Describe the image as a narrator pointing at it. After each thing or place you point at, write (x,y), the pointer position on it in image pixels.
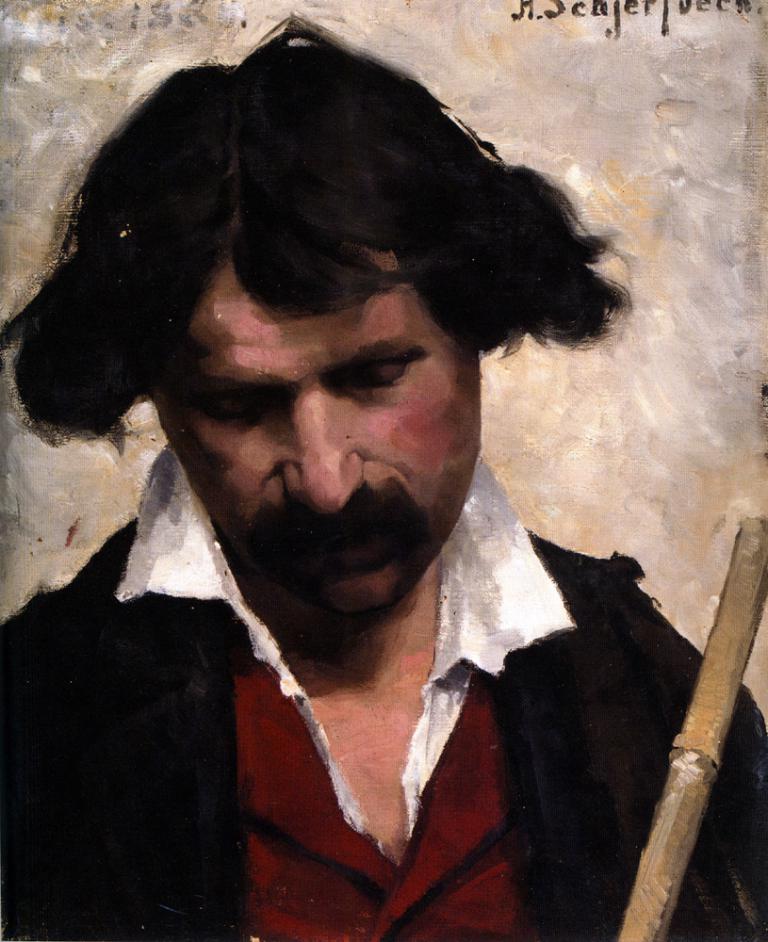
In this image, we can see painting (422,649) of a man (529,691) wearing a black color jacket (735,752). In the right corner (718,721), we can also see a stick (709,703). In the background (596,62), we can also see white color.
